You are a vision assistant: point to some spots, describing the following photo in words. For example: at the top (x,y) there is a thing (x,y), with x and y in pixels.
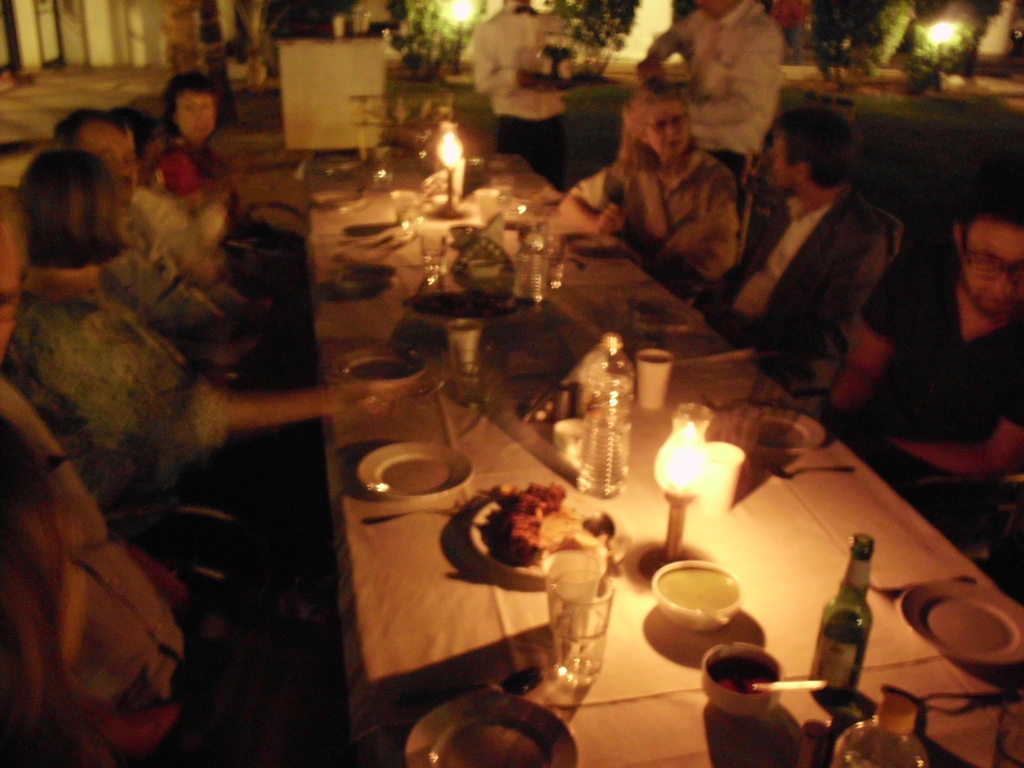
It is a blur image. In this image, we can see people (988,226). Few people (634,165) are sitting on the chairs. Here there is a table (457,597) covered with cloth (634,728). So many things (985,614) and items (579,595) are placed on it. Top of the image (530,128), we can see two persons (735,98) are standing and holding some objects (658,85). Here we can see plants (976,45), lights (950,38) and few things (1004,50).
